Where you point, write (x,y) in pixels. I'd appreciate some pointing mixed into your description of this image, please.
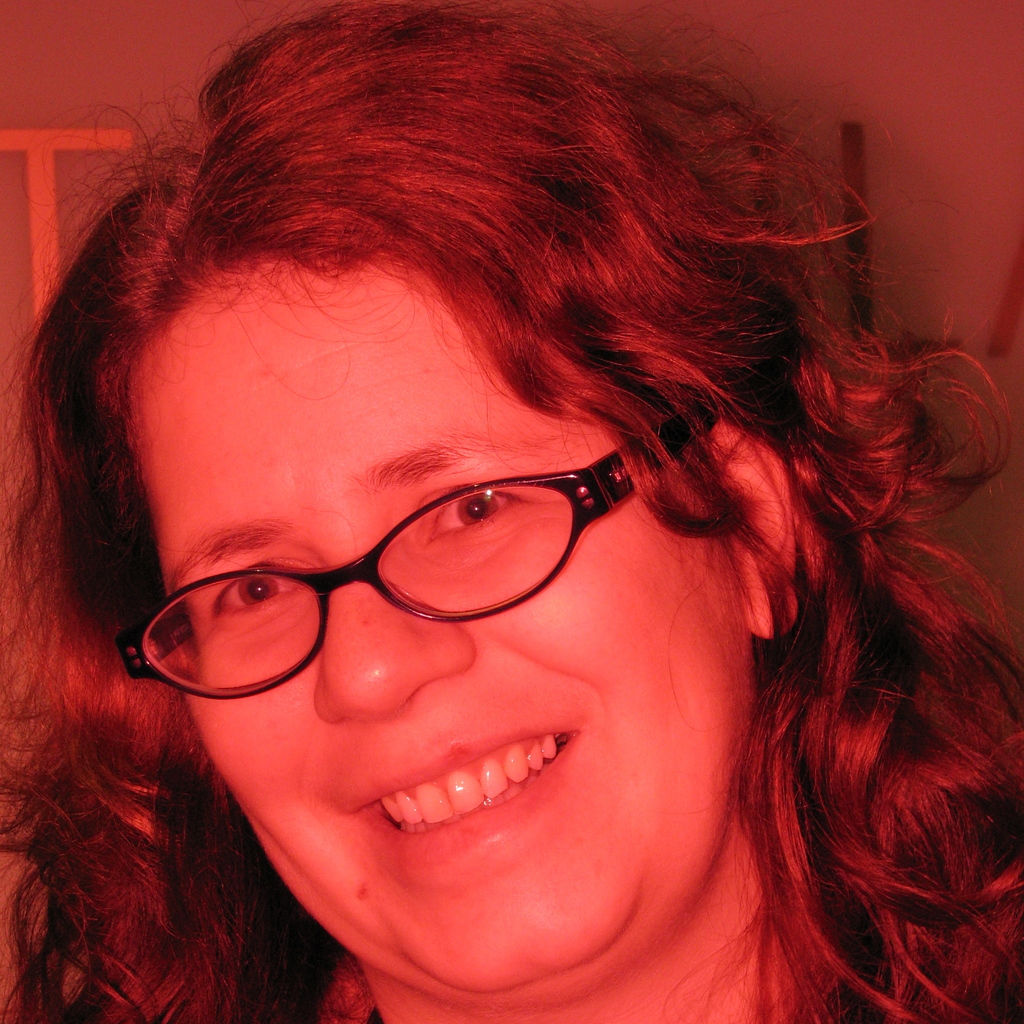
In this image we can see a lady persons face (374,719) who is wearing black color spectacles (577,490).
